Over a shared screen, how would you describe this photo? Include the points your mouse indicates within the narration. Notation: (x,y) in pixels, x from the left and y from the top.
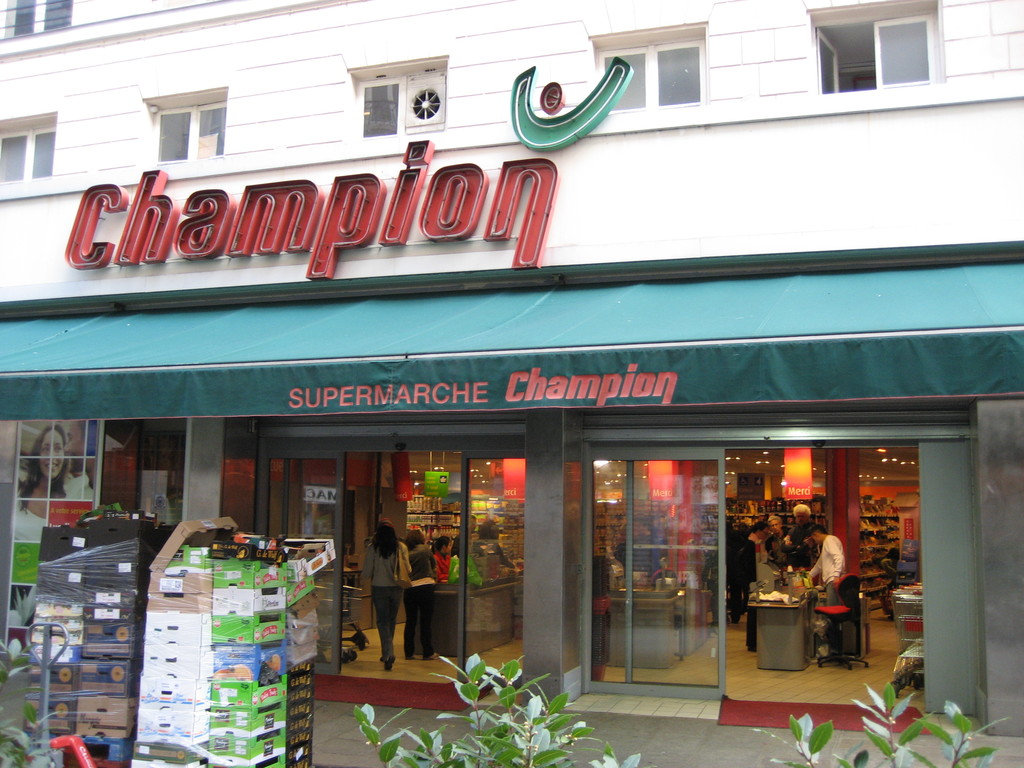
This is a building (193,117) with the windows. I think this is a kind of supermarket (632,506) with the glass doors (274,481). I can see a name board (243,226), which is attached to the building wall (622,214). These are the plants (388,745). I can see the products (99,600), which are sealed and are placed in front of the supermarket (402,537). There are few people (429,556) standing inside the building (609,221). These are the doormats (447,699).
